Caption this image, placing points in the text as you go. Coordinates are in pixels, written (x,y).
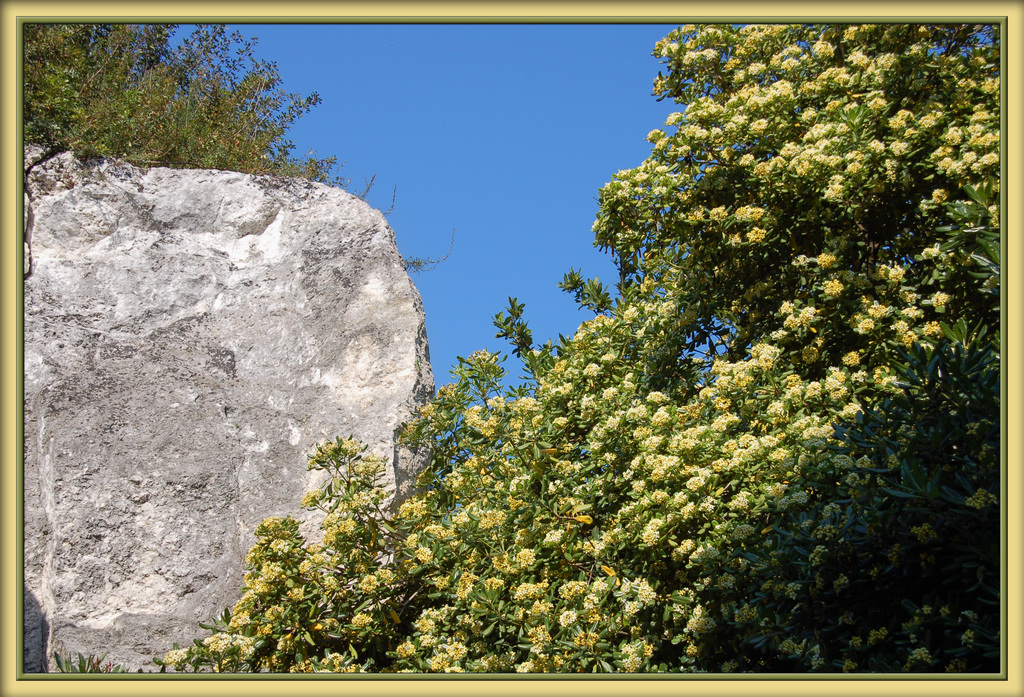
In this picture we can see a few flowers (486,666) on the right side (839,351). There is a wall (61,250) visible on the left side (74,236). We can see a few plants (134,61) in the top left (46,81). Sky (468,137) is blue in color. We can see a green border (18,142) and a creamy border (79,8) on this image.
